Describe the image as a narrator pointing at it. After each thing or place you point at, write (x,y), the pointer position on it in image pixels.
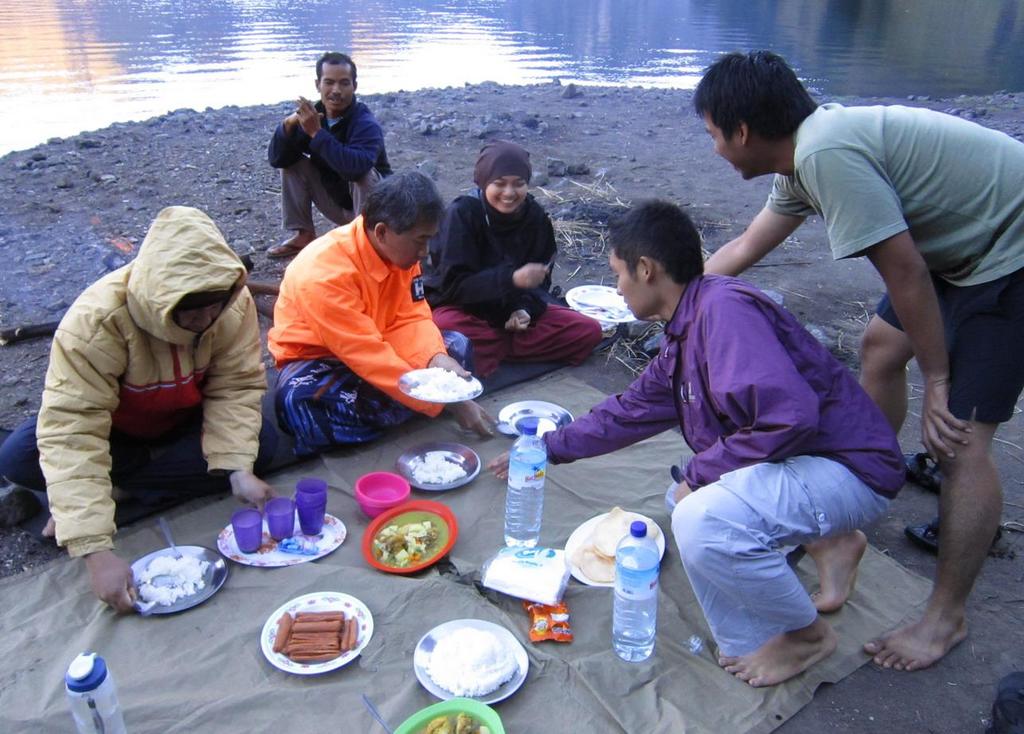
In this picture, we see four people (385,315) are sitting on the ground (260,314). In front of them, we see a sheet (162,671) on which plates (157,612) containing food (354,647), tray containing glasses (315,535), water bottles (529,525) and plastic covers (535,620) are placed. The man (787,166) on the right side (866,140) is holding a plate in his hand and he is standing. Beside him, we see a man (785,391) in purple jacket (771,396) is in squat position. Behind them, we see the stones (189,136). At the top (589,29), we see water (473,41) and this water (548,46) might be in the lake (548,46).
